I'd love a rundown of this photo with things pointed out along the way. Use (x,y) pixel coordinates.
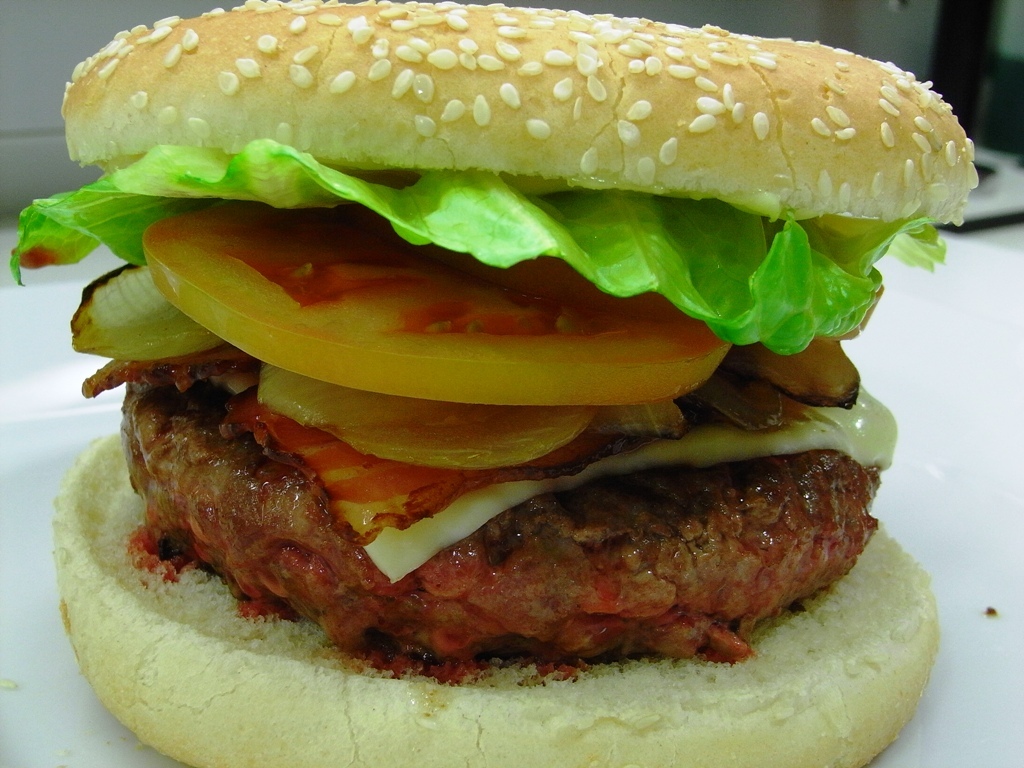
There is a burger (584,531) on the white color table (25,649).
